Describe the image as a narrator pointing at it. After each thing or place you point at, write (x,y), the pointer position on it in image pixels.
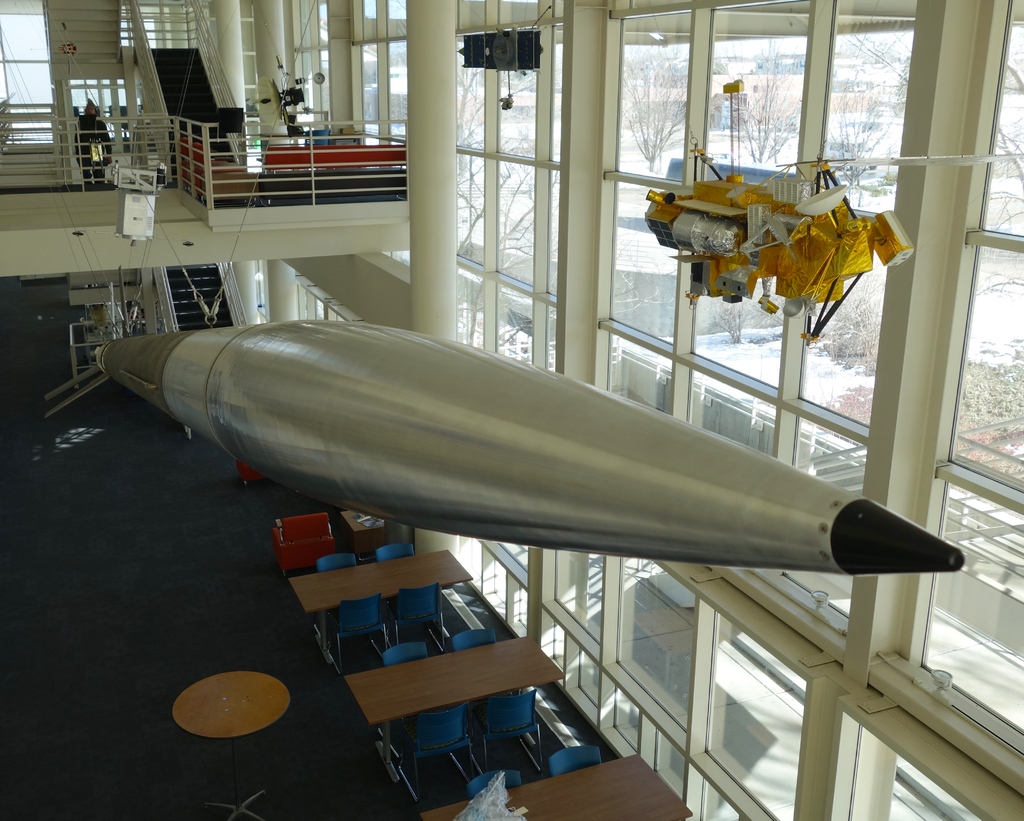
In a building (5,596) there are few benches (297,589) and chairs (567,751) are arranged above that there is a metal rod (642,473) hanging and above that there is a wall decor (813,317) hanging beside that there is a first floor (401,196) with furniture (307,195).
